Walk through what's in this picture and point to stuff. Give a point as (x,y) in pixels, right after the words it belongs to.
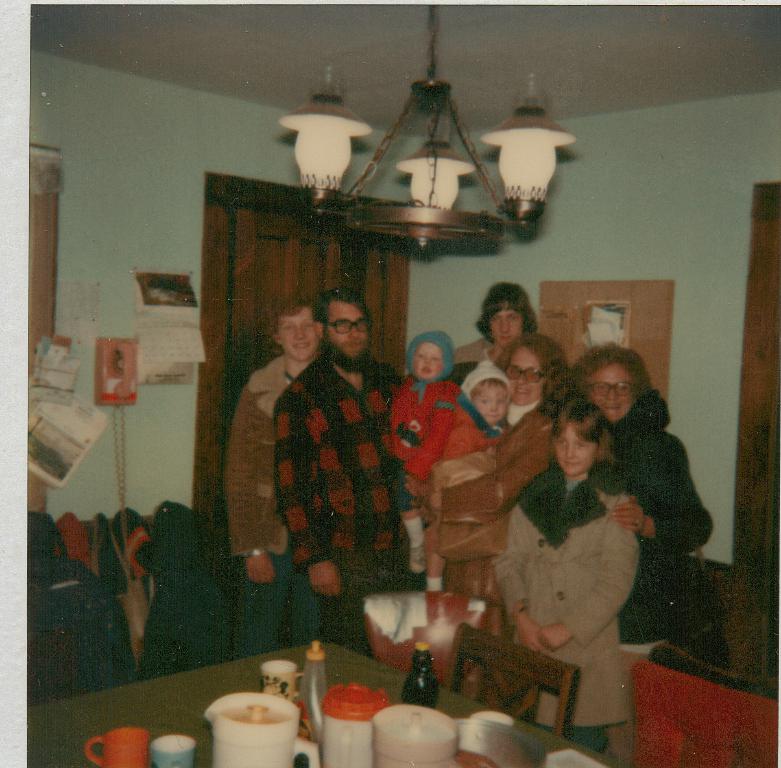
In the picture we can see some people (525,383) are standing and some children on them. In the background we can find a door (243,213), wall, and lights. In front of them there is a table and chair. On the table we can see some jugs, cups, bottles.
